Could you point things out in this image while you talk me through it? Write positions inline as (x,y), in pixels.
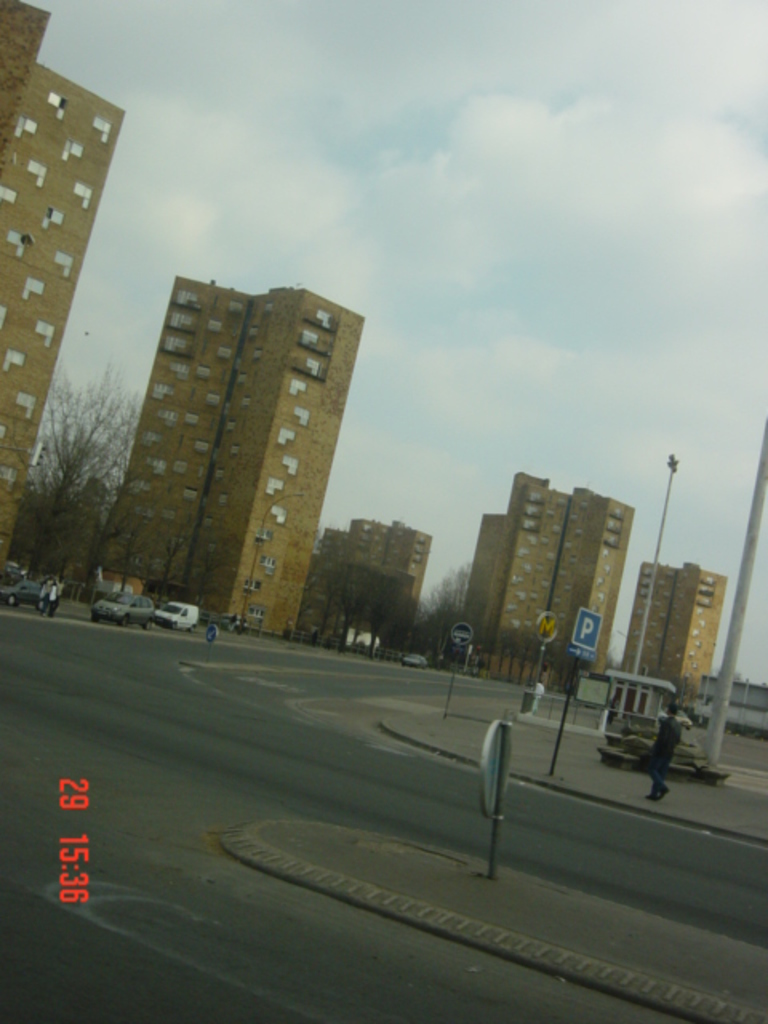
In this picture I can see some cars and other vehicles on the road (253,669). On the right (662,729) there is a man (673,723) who is walking on the street (616,781), beside him I can see the sign board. In the back (659,638) I can see the buildings (279,534), street lights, poles (647,612) and fencing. At the top (446,66) I can see the sky (374,77) and clouds (388,80). In the bottom left (74,892) there is a watermark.
